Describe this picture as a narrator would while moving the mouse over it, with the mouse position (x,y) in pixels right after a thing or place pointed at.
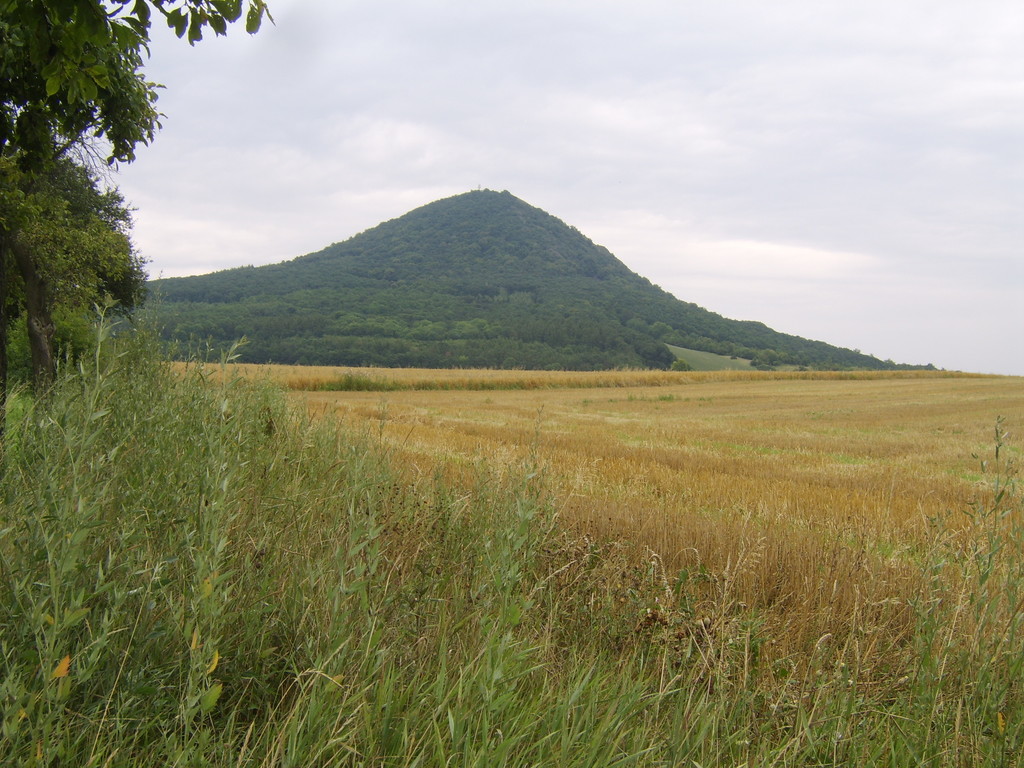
In this picture we can see the land (792,727) covered with grass (517,373) and surrounded by trees (600,291) and grass mountains (450,264). The sky (305,221) is cloudy.
